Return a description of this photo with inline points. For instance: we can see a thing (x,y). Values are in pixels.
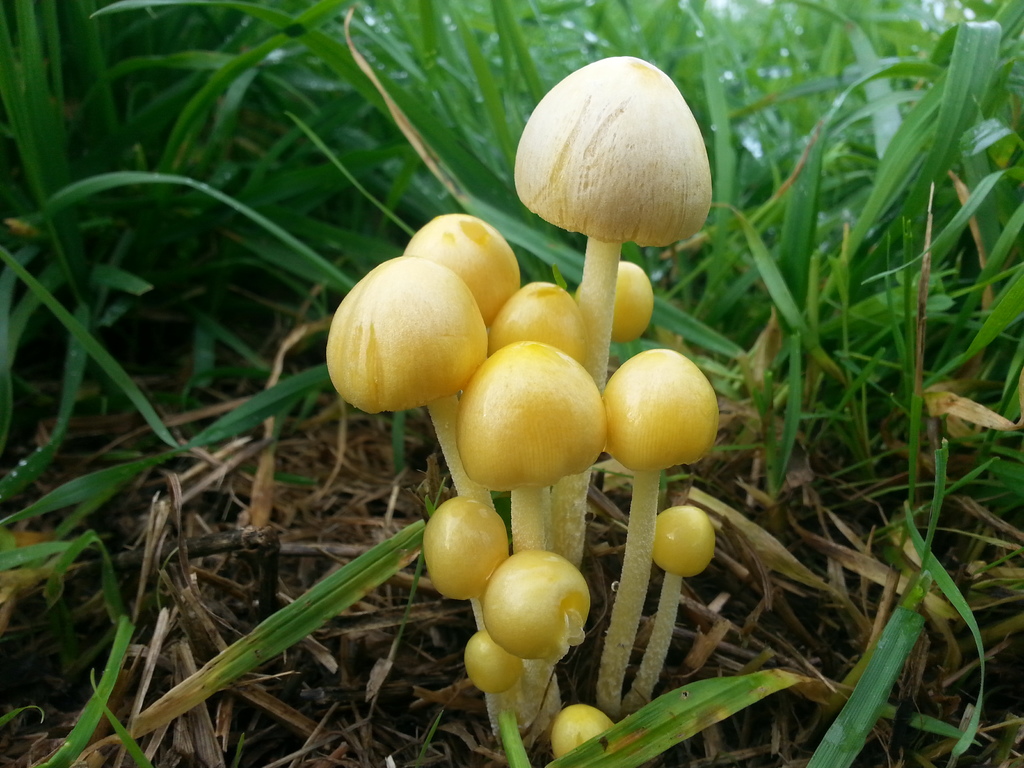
This image consists of grass (730,226), it is in green color. There are mushrooms (574,519) in the middle (636,363). They are in yellow color.
